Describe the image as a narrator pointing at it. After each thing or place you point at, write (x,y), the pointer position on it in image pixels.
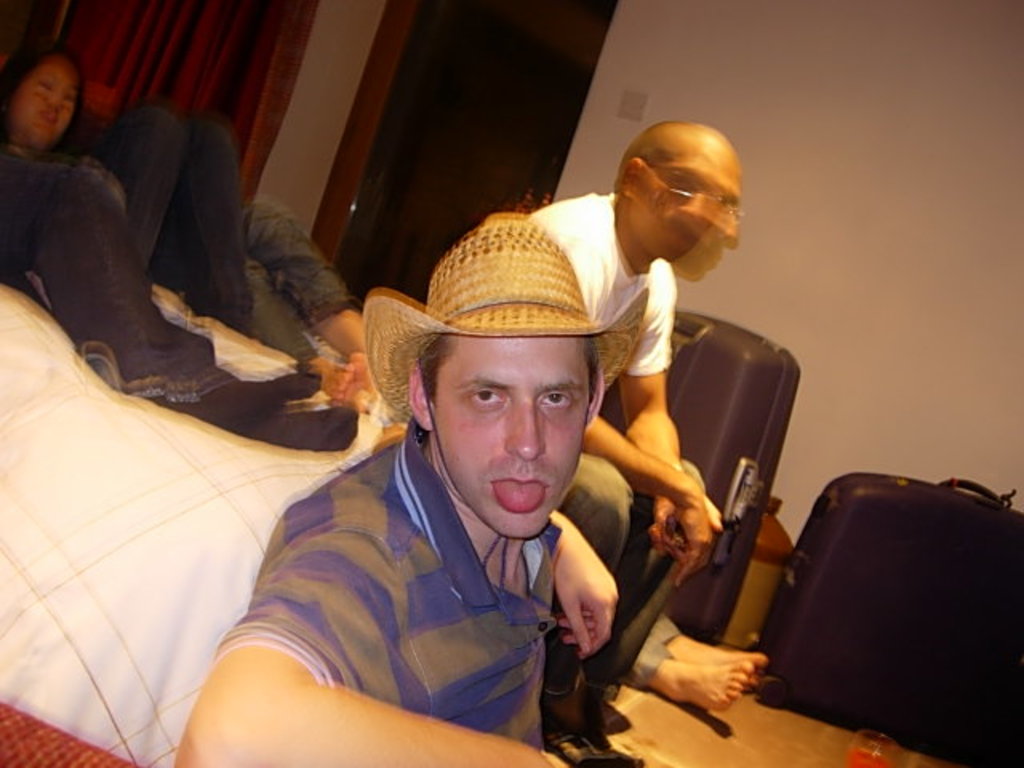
In the foreground of this image (432,519), there is a man (454,481) wearing hat (519,317). behind him, there is a man (630,296) sitting on the bed (253,462) and few are lying on it. In the background (811,463), there are suitcases (953,526), wall (718,97), a curtain (244,69) and an entrance (551,38).
